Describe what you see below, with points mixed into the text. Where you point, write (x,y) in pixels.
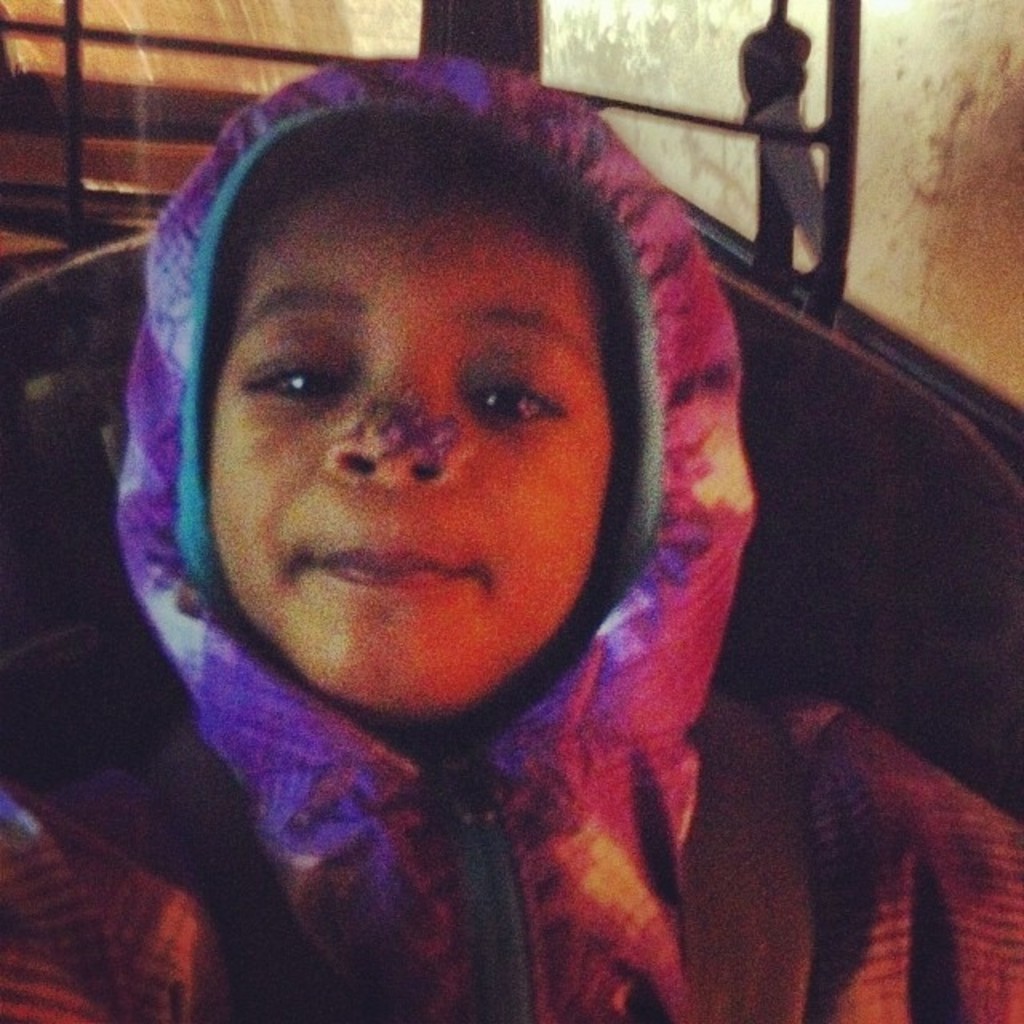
In this image we can see a person (690,689) sitting on a chair (842,491). In the background (133,94) there are stair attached to the wall (696,59).
